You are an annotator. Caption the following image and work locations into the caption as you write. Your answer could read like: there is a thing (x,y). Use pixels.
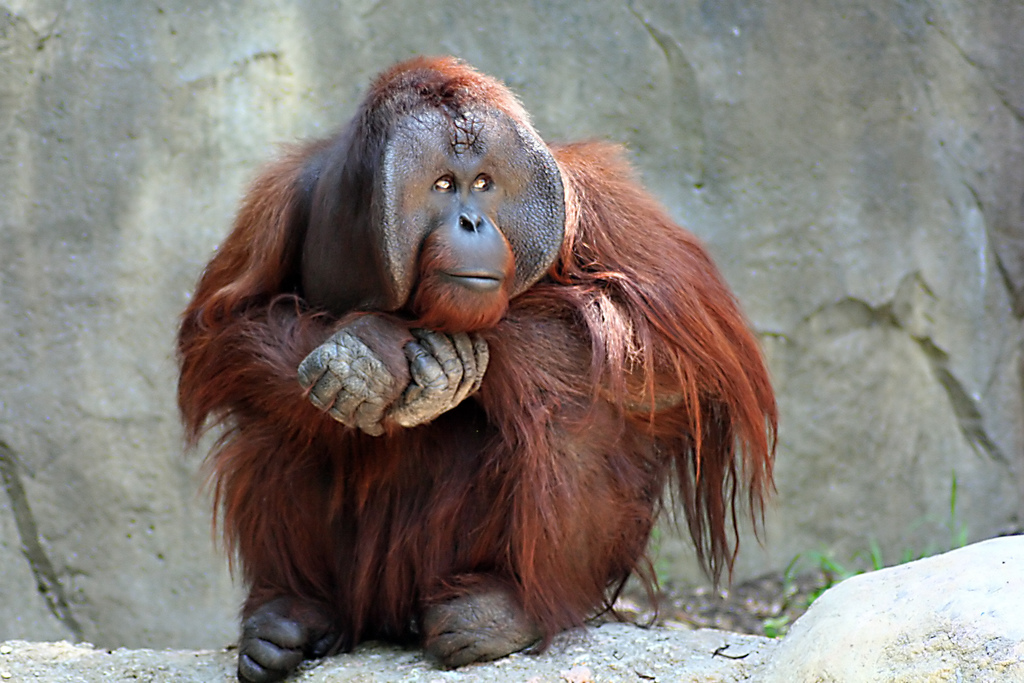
In this image I can see an orangutan (410,351) which is sitting on the ground (593,637). In the background (875,559) I can see the grass (839,568).
